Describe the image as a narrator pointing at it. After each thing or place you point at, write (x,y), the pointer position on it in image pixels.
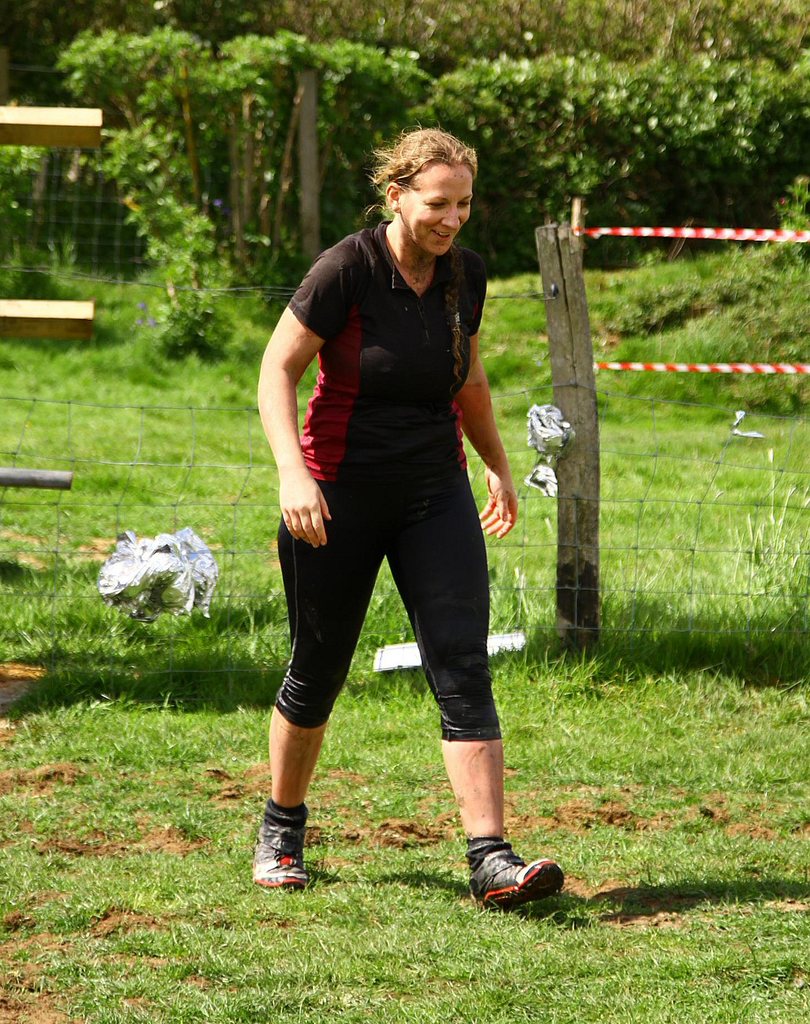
In the center of the image (277,371) there is a woman (443,590) walking. At the bottom of the image (347,919) there is grass (502,917). In the background of the image (511,219) there are trees (487,136). There is a fencing (564,270).
